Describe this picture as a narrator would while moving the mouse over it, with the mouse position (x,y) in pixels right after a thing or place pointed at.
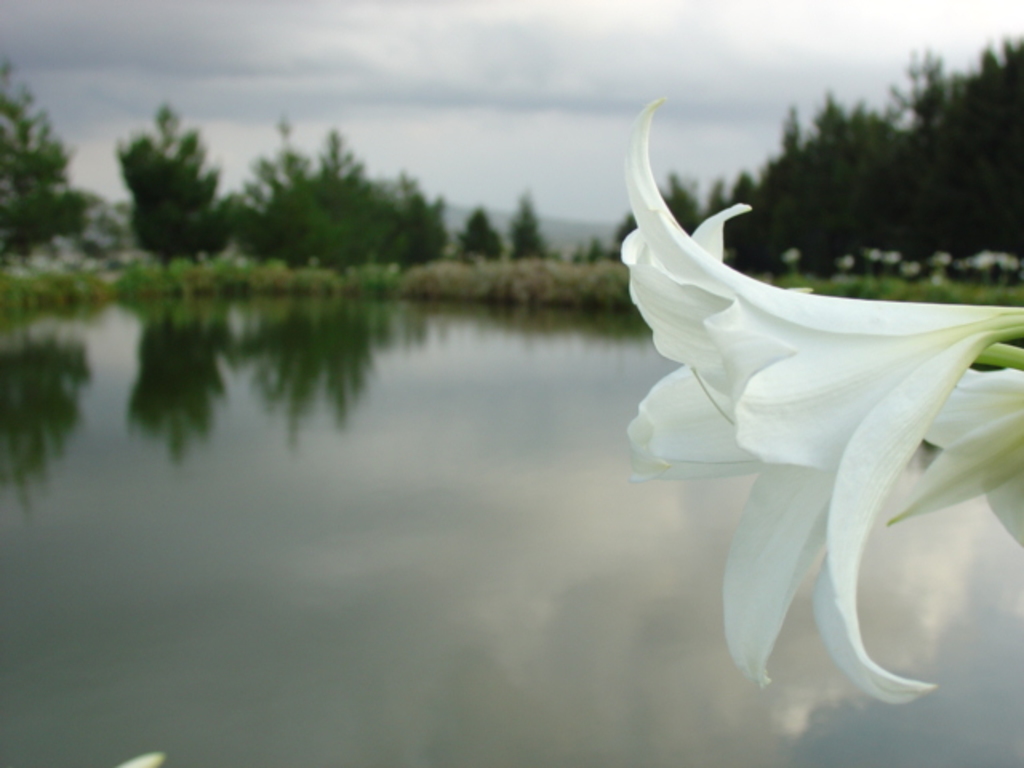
In this image we can see some flowers (763,446). On the backside (625,476) we can see a water body (538,454), a group of plants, trees (776,248), the hills (617,222) and the sky (489,2) which looks cloudy.
